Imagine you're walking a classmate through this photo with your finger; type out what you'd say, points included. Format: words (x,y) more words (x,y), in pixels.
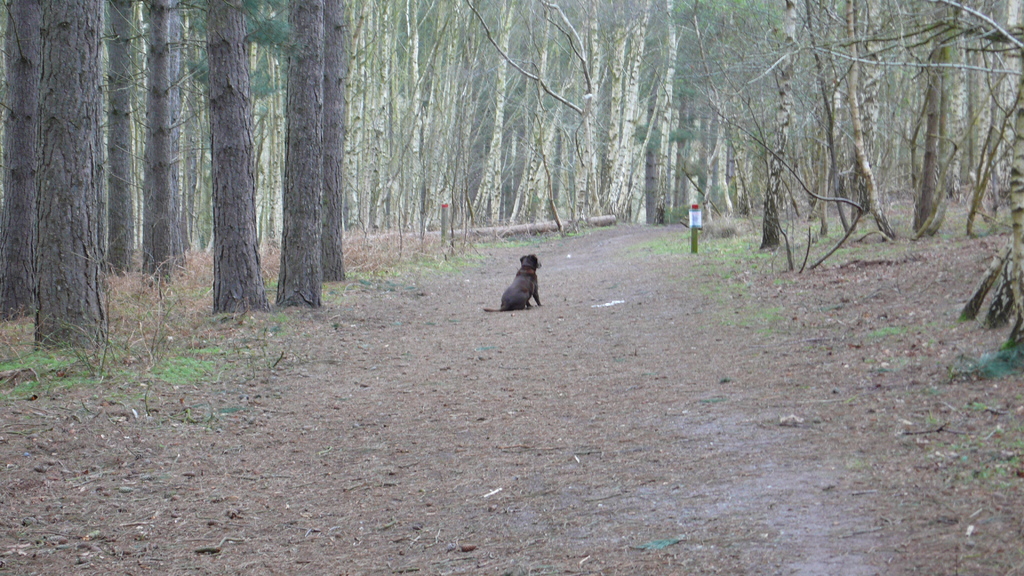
In the middle (532,285) there is a dog (520,298) on the soil (558,452) and there are trees (452,113) in this image.
